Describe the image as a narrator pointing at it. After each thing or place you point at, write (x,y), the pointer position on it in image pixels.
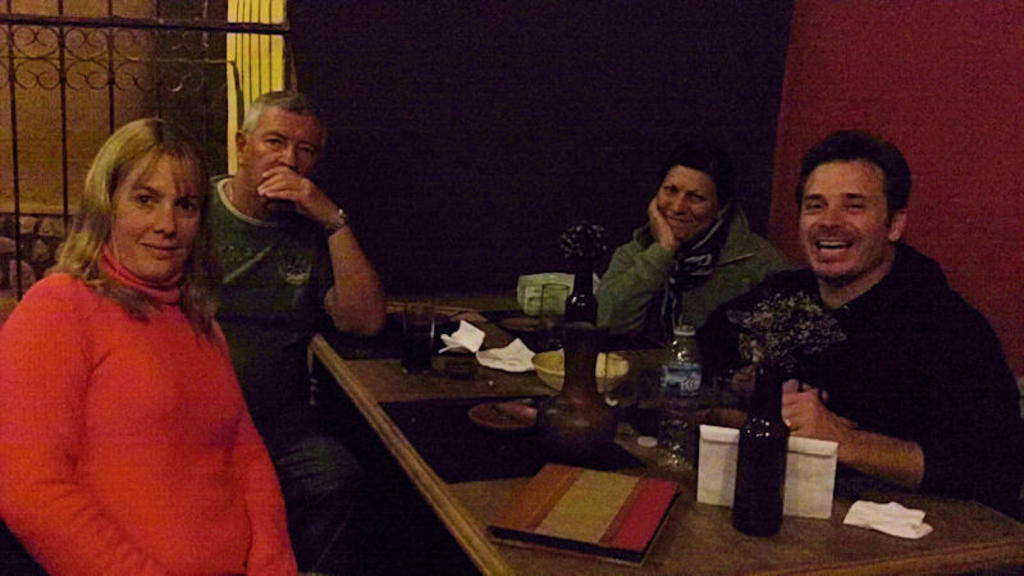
In this image, There is an inside view of a room (897,96). There are four persons (178,367) wearing clothes (171,386) and sitting in front of the table (422,420). This table (451,458) contains bottles (774,494), glasses (420,351) and bowl (553,355).
